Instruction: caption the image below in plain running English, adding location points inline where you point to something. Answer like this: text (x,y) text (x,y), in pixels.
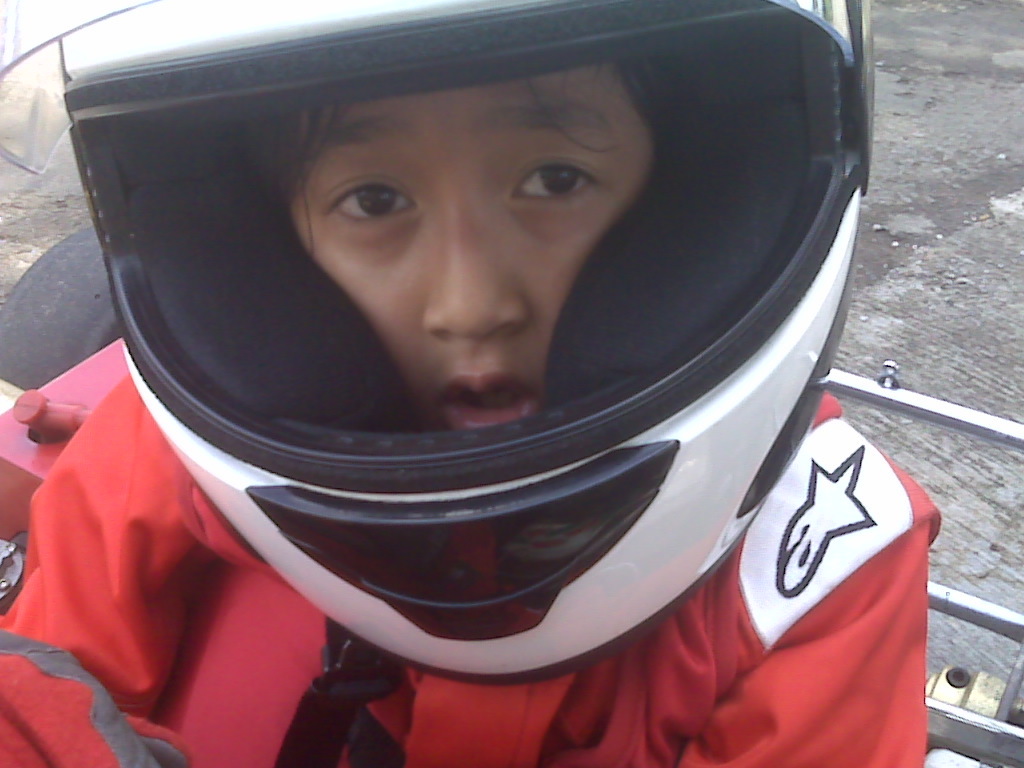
There is a person (528,230) in orange color jacket (54,540), wearing a helmet (136,277) and sitting on a seat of a vehicle (31,405). In the background (969,260), there is a road (924,199).
